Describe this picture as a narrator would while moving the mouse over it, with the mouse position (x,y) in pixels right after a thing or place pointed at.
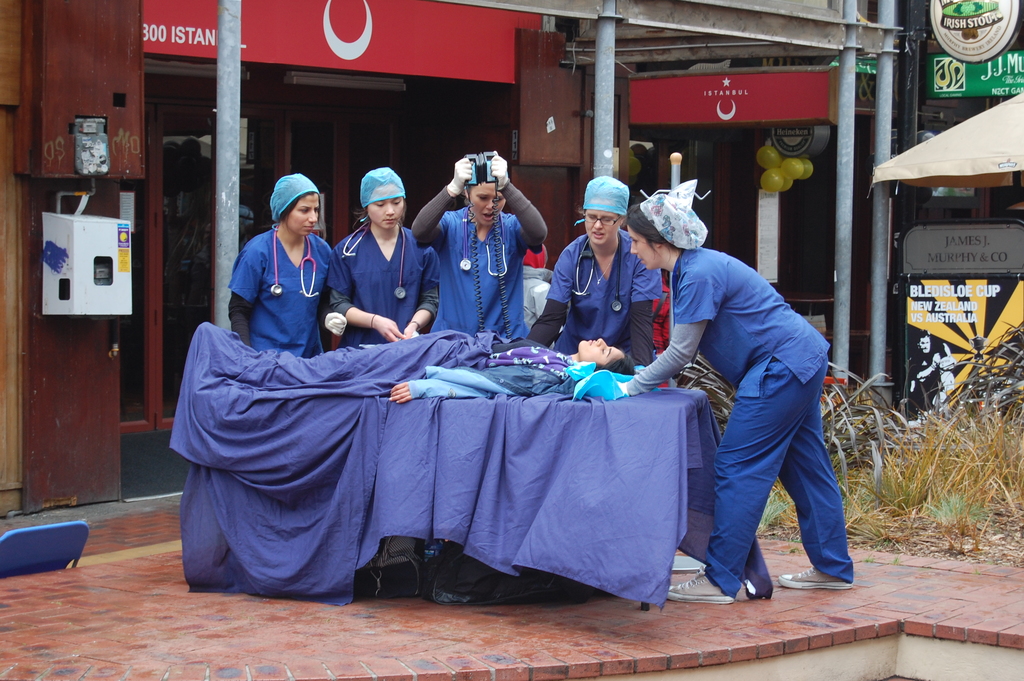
In this image I can see few people (467,287) are standing and one person (415,388) is lying on the bed (501,412). These people (445,299) are wearing the blue color dresses (504,318) and one person (477,212) is holding the electronic gadget (486,171). To the back of these people (402,192) I can see the building (376,87) and there are red and green color boards (653,95) to it. To the right (969,493) I can see the grass (892,503).
